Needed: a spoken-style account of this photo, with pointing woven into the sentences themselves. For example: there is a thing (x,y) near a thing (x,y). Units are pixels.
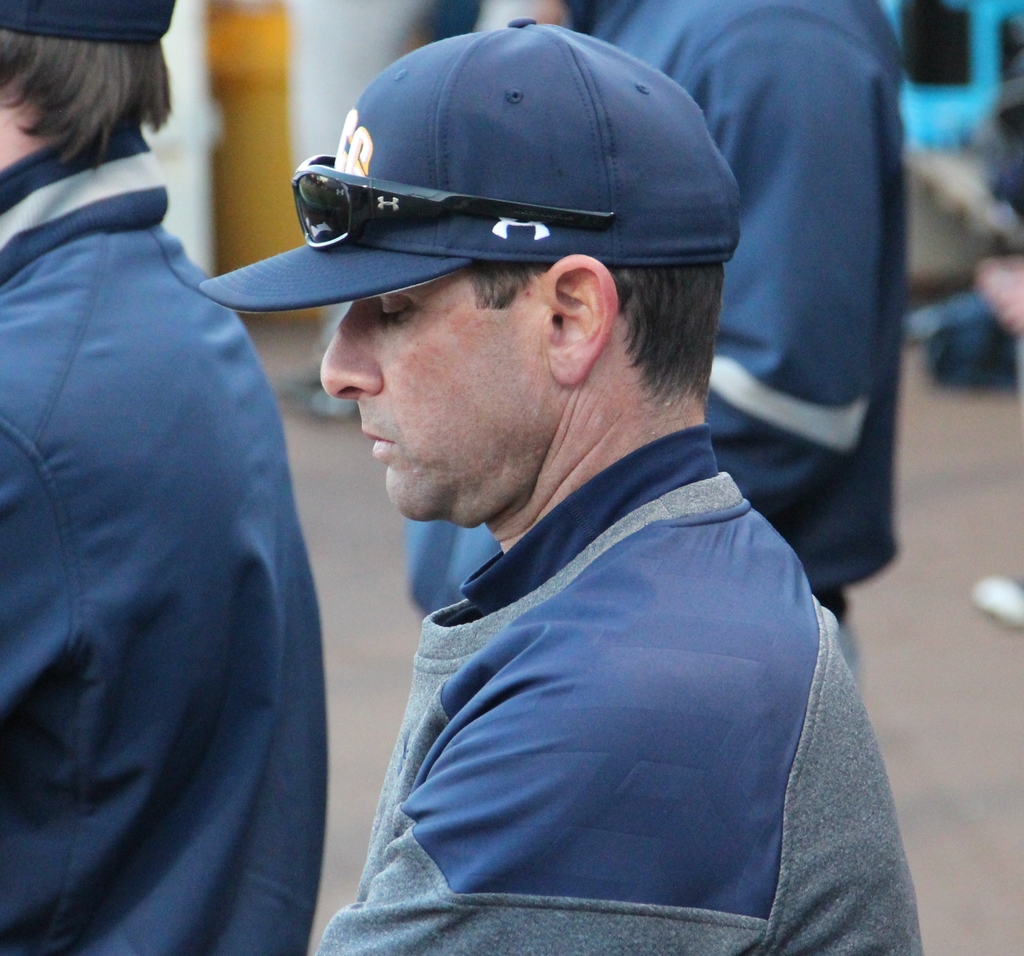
There are three persons (458,426) in the image. And the very first person (575,650) is wearing a t shirt (640,704), cap (497,149) and spectacles (424,205) over his cap (439,220). The guy (455,215) is looking downwards. They are all standing on the floor (931,467) and in the background (948,457) which is blurred. There are someone sitting. All these three guys (587,583) are blue coloured dress (713,374).
